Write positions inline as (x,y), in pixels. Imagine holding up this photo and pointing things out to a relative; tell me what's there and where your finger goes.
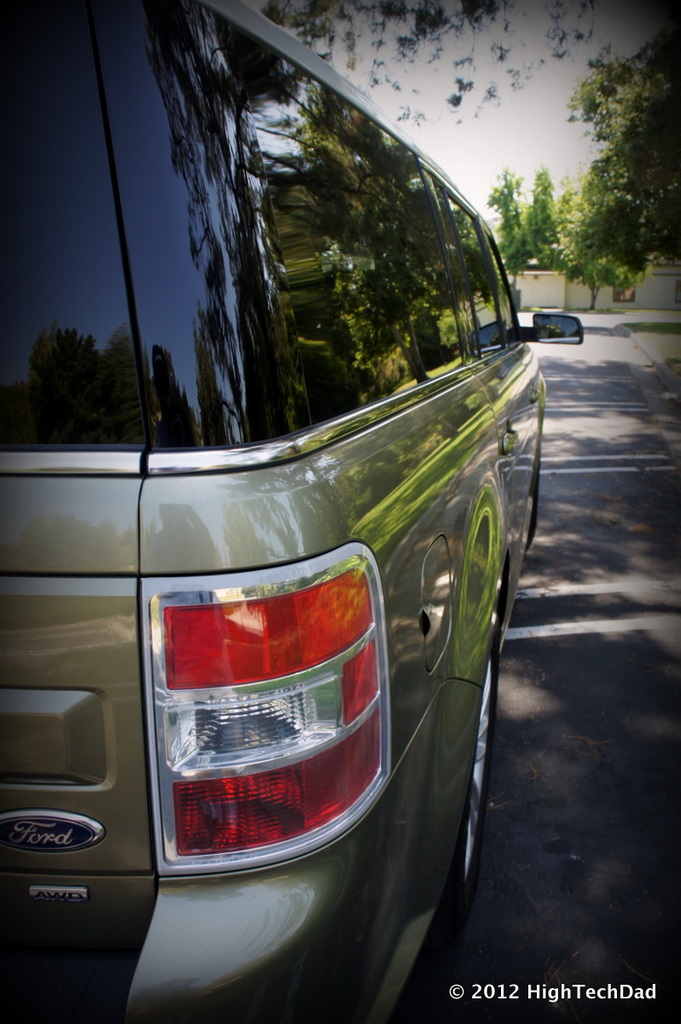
In the image we can see there is a car (324,460) parked on the road (626,558) and behind there are trees (574,254). There is a wall (576,300) and there is a clear sky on the top (442,135).
